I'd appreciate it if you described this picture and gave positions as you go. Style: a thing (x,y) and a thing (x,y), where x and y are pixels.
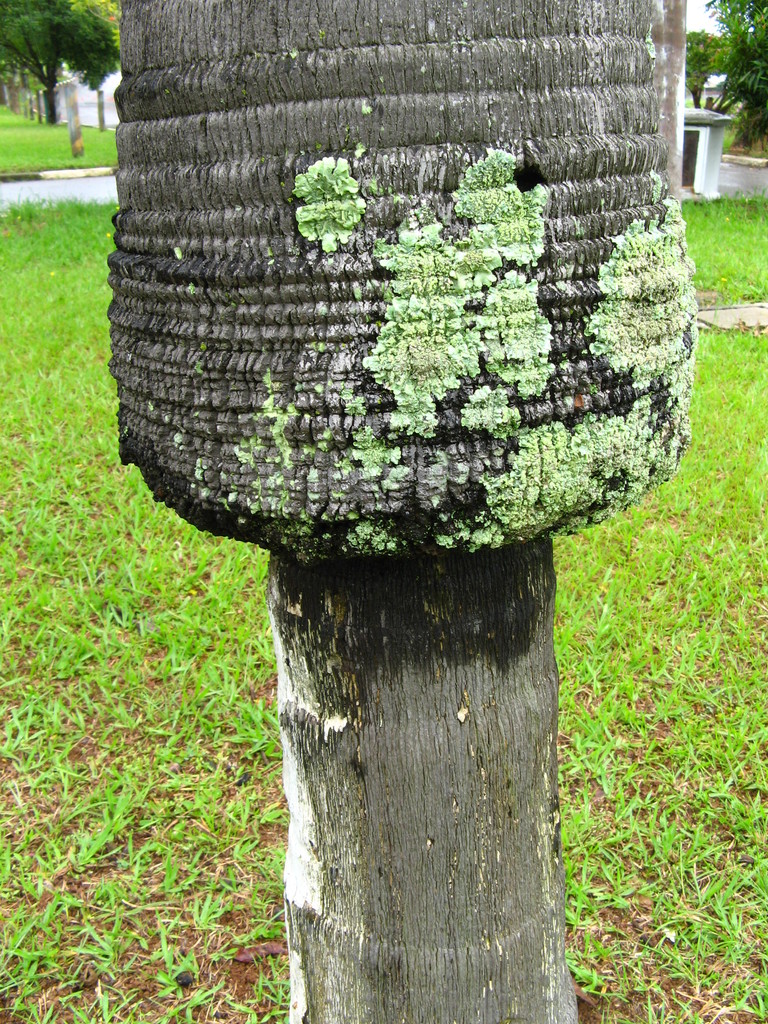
In this image in the front (374,514) there is a tree (396,477). In the center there is grass (68,305) on the ground (63,222) and in the background (53,38) there are trees (40,35) and there is a wall (700,152).
